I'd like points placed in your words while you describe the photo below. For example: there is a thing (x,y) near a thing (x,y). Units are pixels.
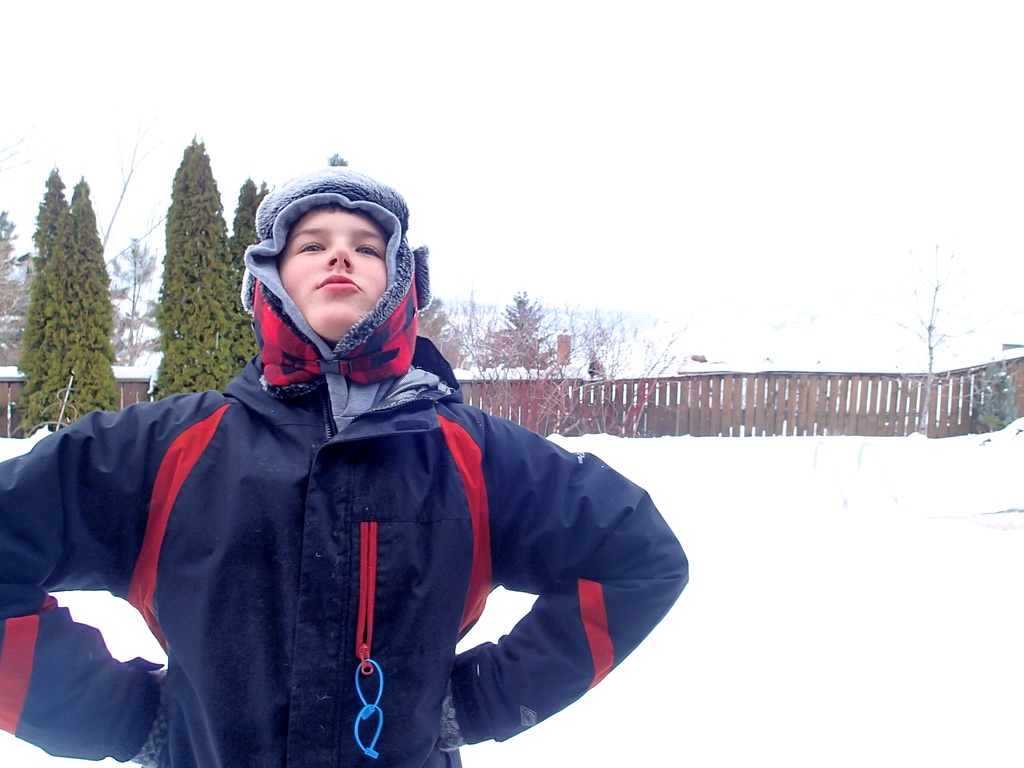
In this image there is a person (313,501) standing, there is ice (894,496), there is a wooden fencing (617,393) truncated, there are trees (988,405), the background of the image (445,80) is white in color.
